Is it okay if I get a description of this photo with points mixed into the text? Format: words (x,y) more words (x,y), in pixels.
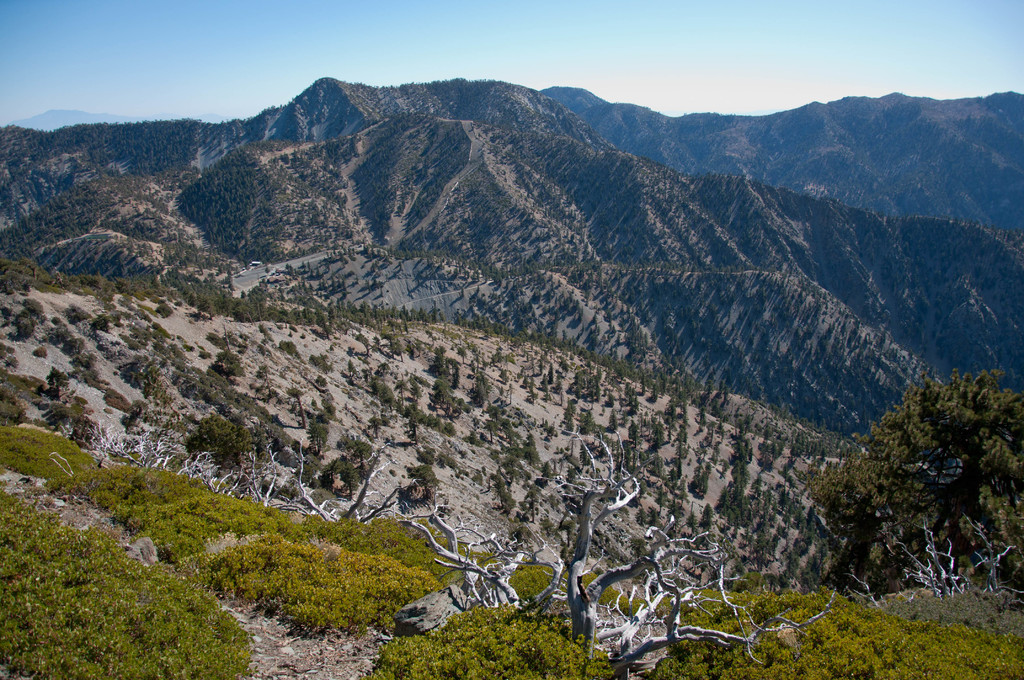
In this picture, we can see mountains (703,485), grass (294,566), plants (263,586), and the sky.
